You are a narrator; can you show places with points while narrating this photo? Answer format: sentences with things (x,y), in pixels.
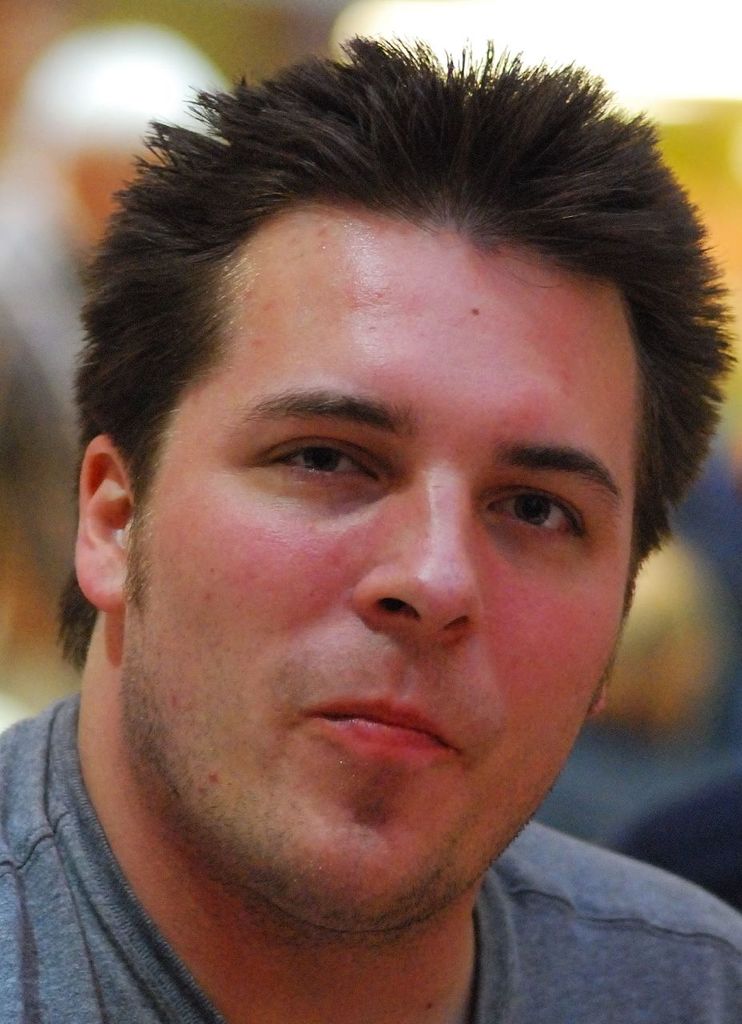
In the center of the image (253,383) there is a person (613,996) wearing a t-shirt (643,907).
